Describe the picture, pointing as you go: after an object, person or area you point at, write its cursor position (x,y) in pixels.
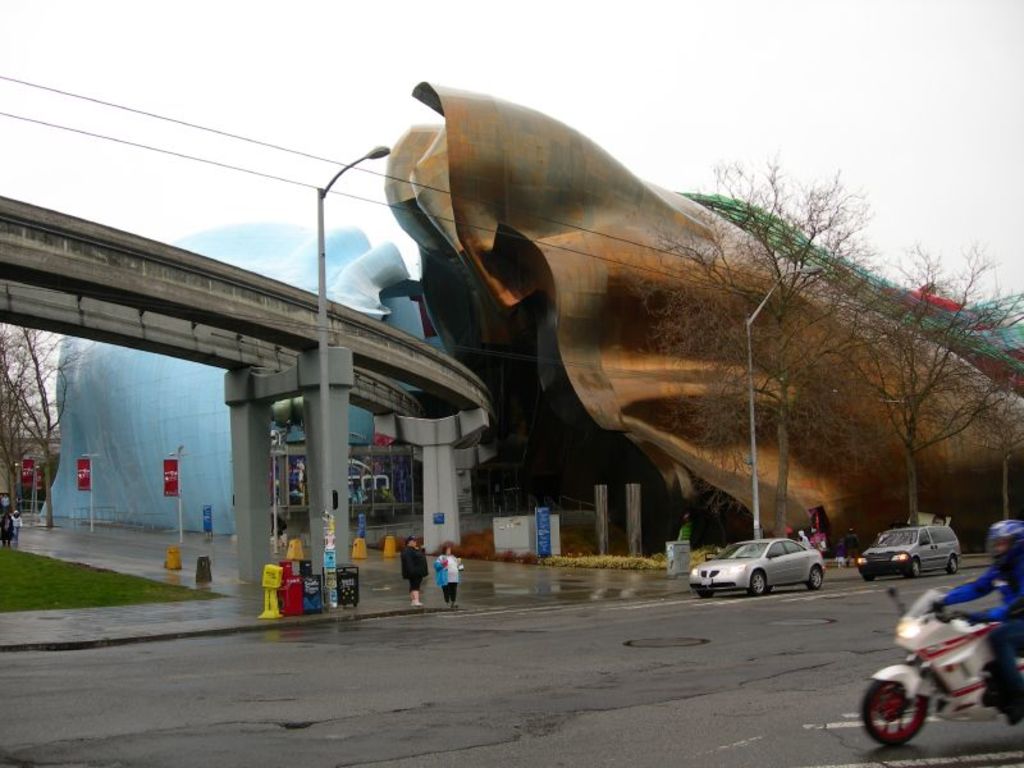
In this image there are some vehicles (775,574) and some persons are walking, and also there are some poles (321,200), boards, light (327,184). On the left side (155,314) there is a bridge (369,379) and in the background (441,263) there are some buildings (573,269) and trees (907,447), at the bottom (565,667) there is a road (614,654) and at the top of the image (256,74) there is sky (171,104).
